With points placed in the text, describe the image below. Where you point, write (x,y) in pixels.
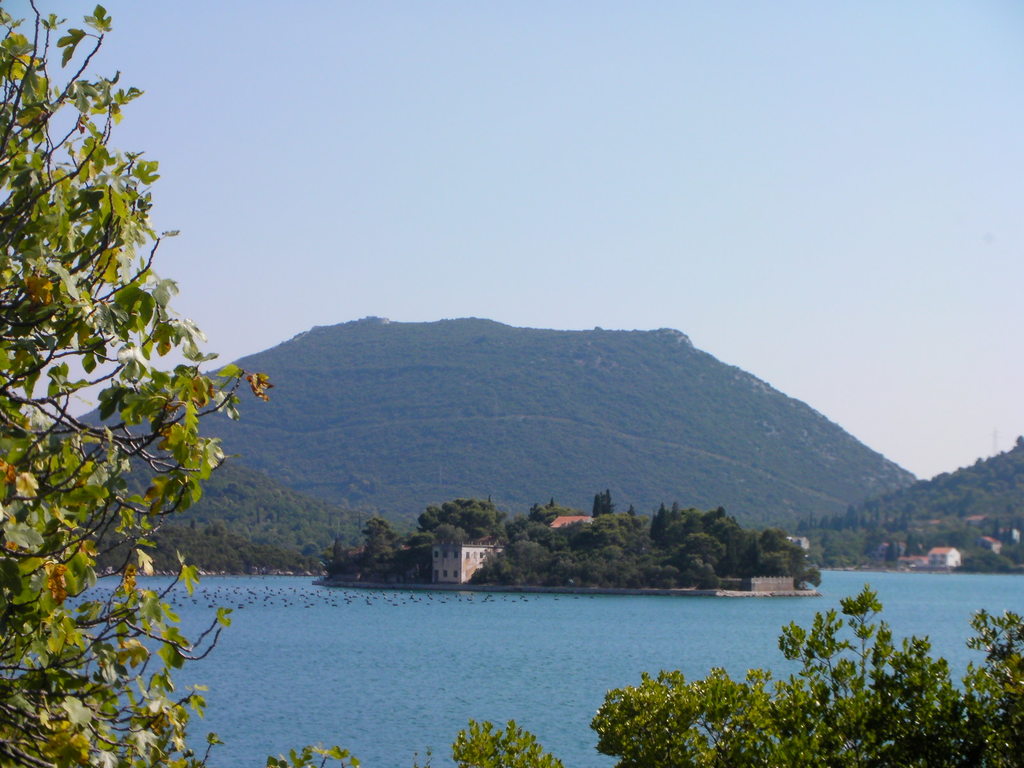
In this picture I can see there are trees (743,762) here at the bottom (711,690) and to left (126,661). There is a river (408,658) and there are few buildings (460,553), trees (512,539) and there is a mountain (890,471) in the backdrop (754,454), it is also covered with trees (618,407). The sky (522,193) is clear.
